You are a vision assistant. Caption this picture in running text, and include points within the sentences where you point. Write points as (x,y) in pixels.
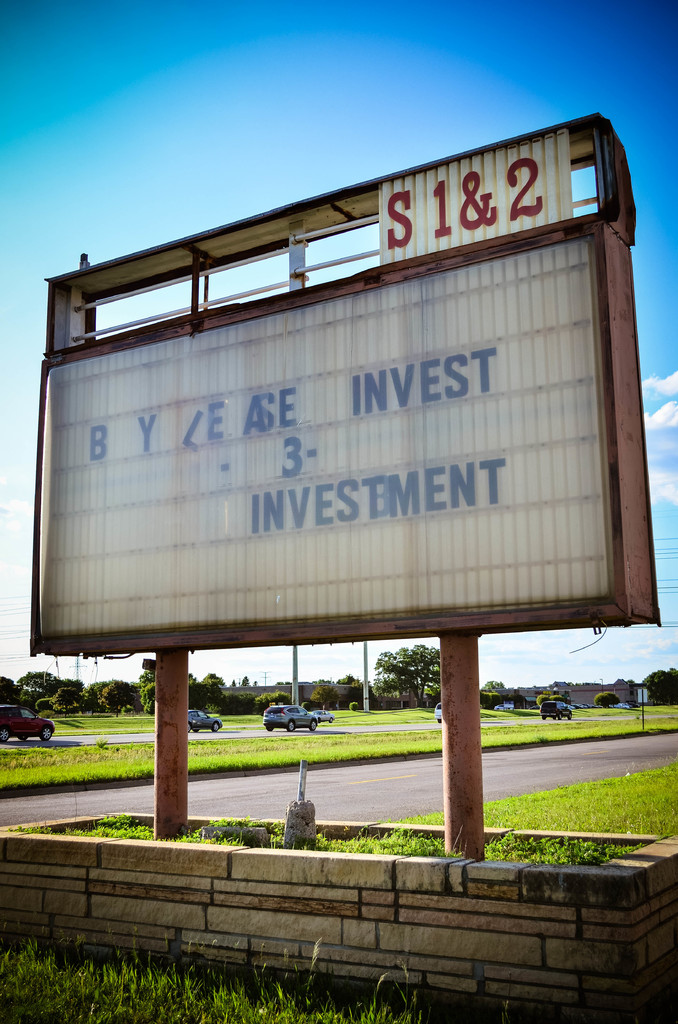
In the image there is a name board (210,478) on the wall (610,917) and behind there are vehicles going on the road (218,813) with grassland (651,777) on either side and in the back (392,680) there are trees (402,671) and above its sky (251,112).
